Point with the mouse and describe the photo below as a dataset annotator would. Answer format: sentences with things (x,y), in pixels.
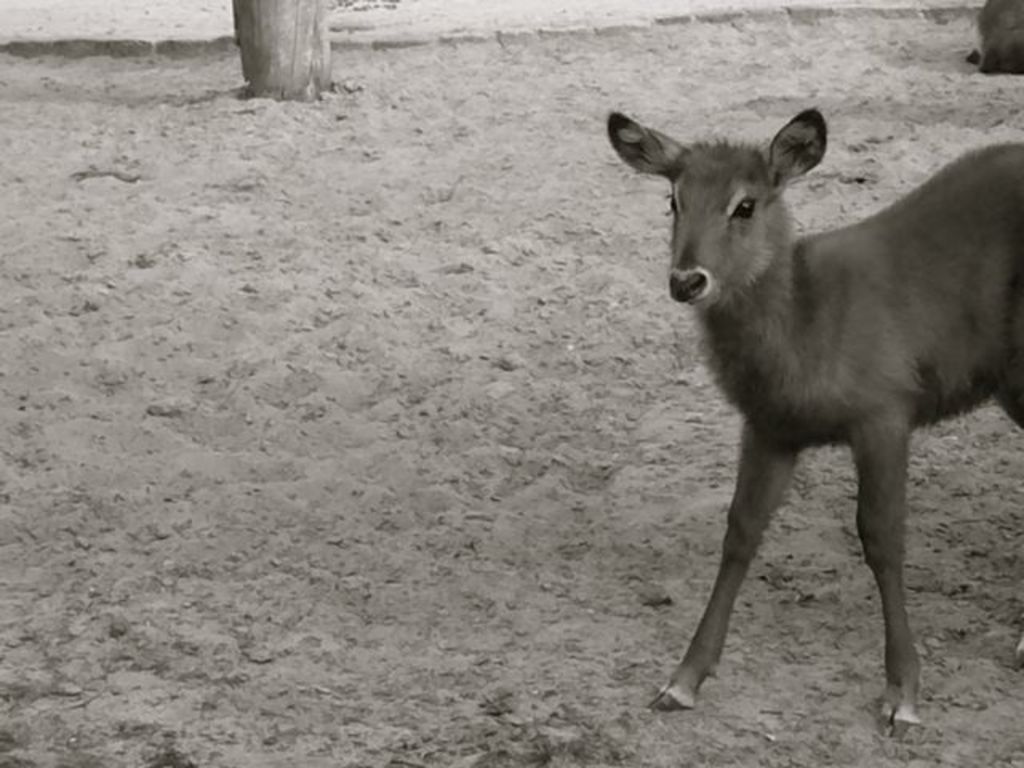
This is a black and white picture, there is a baby deer (725,212) standing on the right side (942,267) on the mud floor (495,224).
